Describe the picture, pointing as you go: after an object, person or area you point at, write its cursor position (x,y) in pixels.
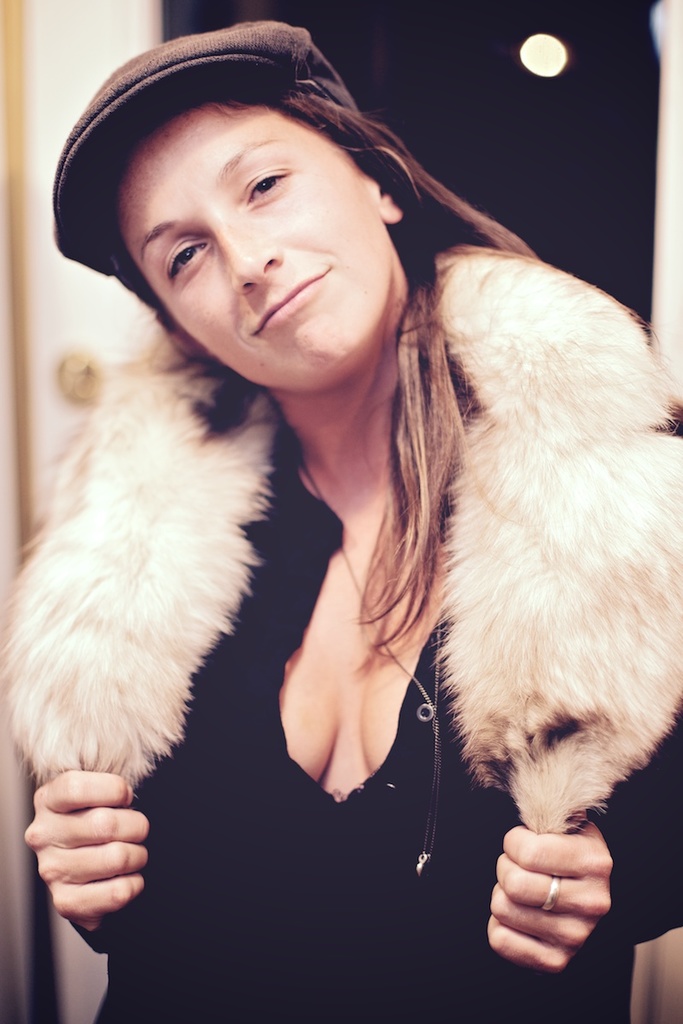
In this image in the front (320,604) there is a woman (374,696) having smile on her face (268,260). In the background (45,192) there is a wall (53,260), which is white in colour and the woman (272,196) is wearing a hat (169,116).
